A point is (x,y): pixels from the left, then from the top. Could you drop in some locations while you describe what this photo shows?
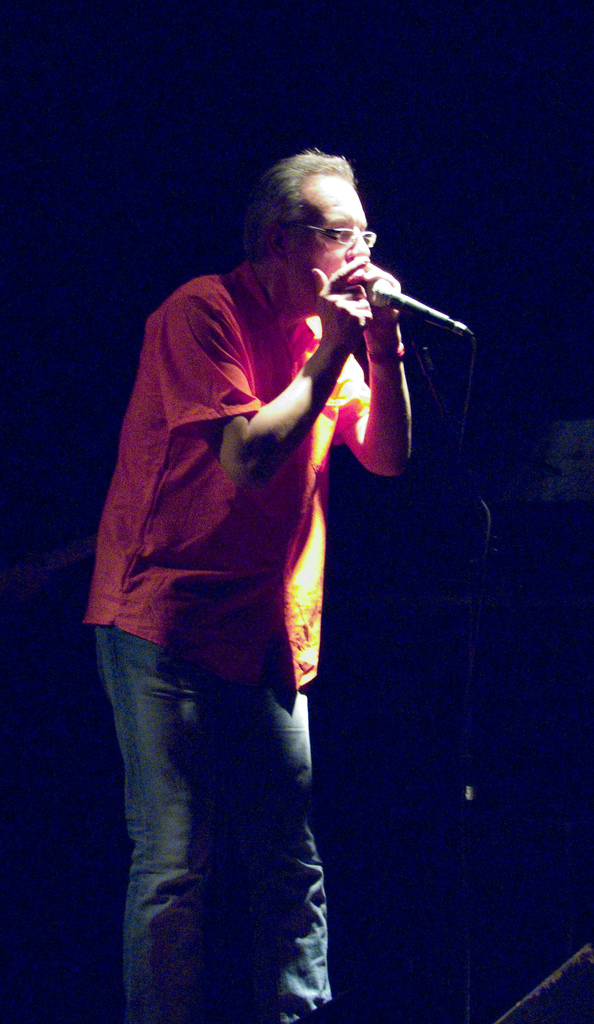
In this picture we can see a Man (251,617) wearing orange color shirt (220,492), holding a microphone (380,296), standing and seems to be singing and the microphone (414,305) is attached to the stand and there is a dark background (218,31).
